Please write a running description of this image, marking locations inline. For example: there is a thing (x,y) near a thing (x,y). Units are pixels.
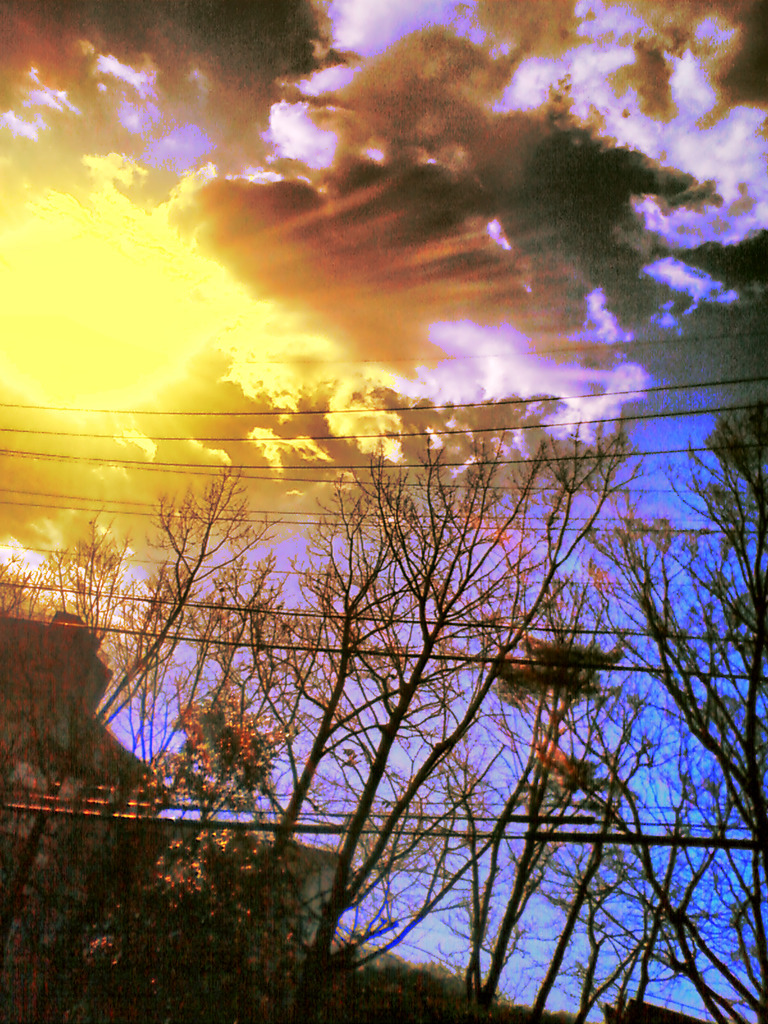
In this picture there are trees (521,889) and there are wires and there is a building (59,707). At the top (748,323) there is sky (651,466) and there are clouds (481,287) and there is sun (134,378).
